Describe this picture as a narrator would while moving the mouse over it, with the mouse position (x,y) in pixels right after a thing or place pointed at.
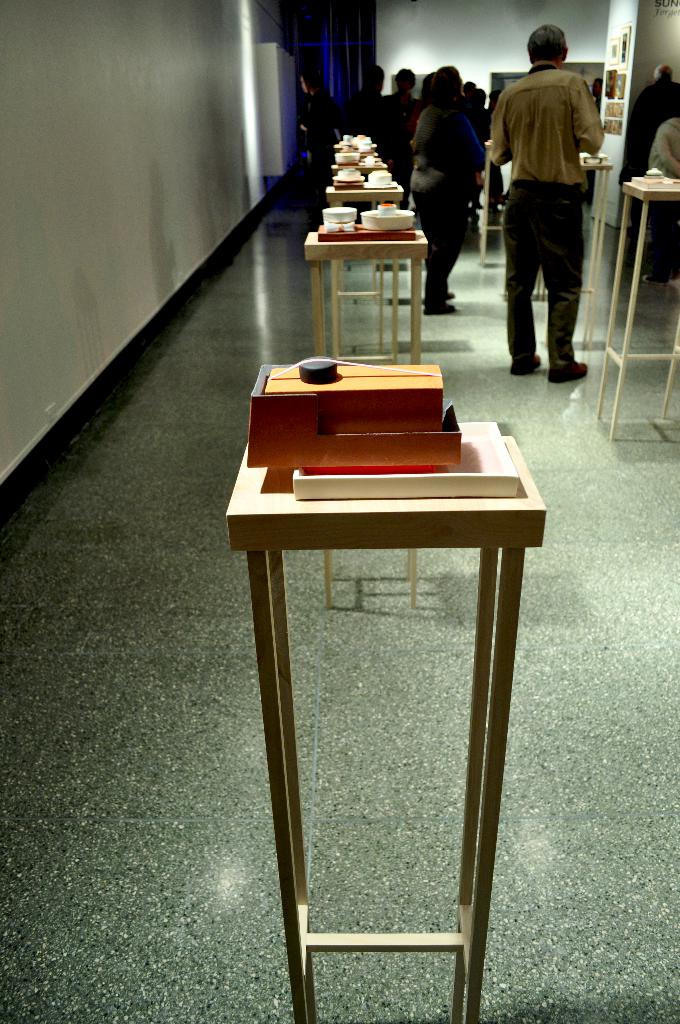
In the picture there are many tables (317,320) present, on the tables (317,287) there are many items (378,233) present, there are many people (499,135) standing, there is a wall (665,62), on the wall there are many frames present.
